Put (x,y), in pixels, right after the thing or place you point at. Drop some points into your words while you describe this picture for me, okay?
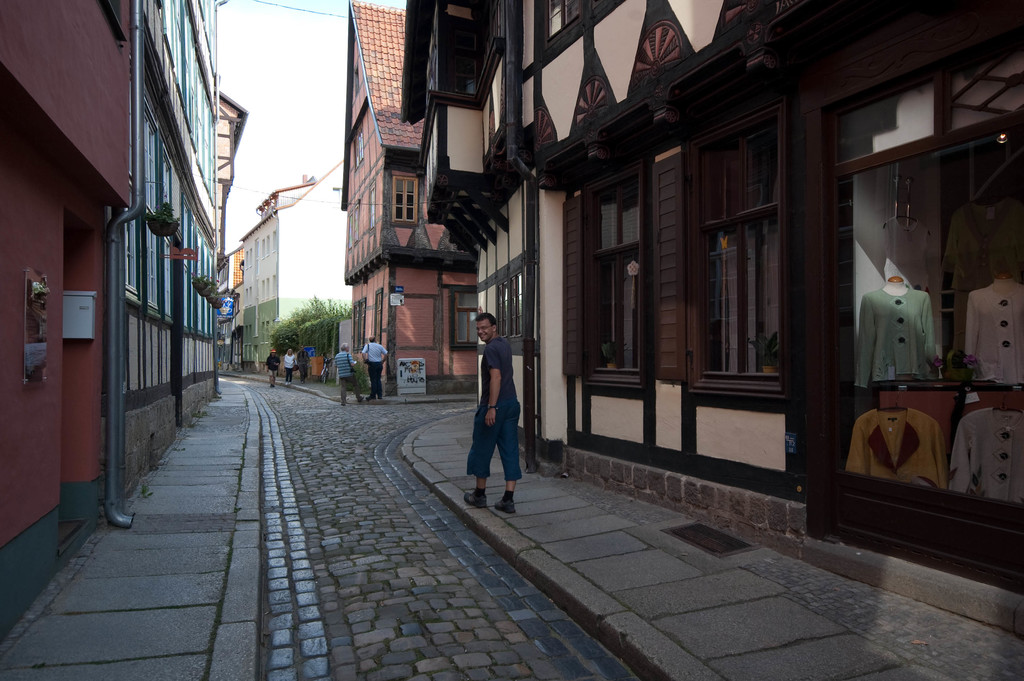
In this picture I can see few buildings (625,227), trees (307,314) and few boards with some text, few are walking and from the glass (921,247) I can see few mannequins (928,310) with clothes (903,367) and a cloudy sky (295,41).
